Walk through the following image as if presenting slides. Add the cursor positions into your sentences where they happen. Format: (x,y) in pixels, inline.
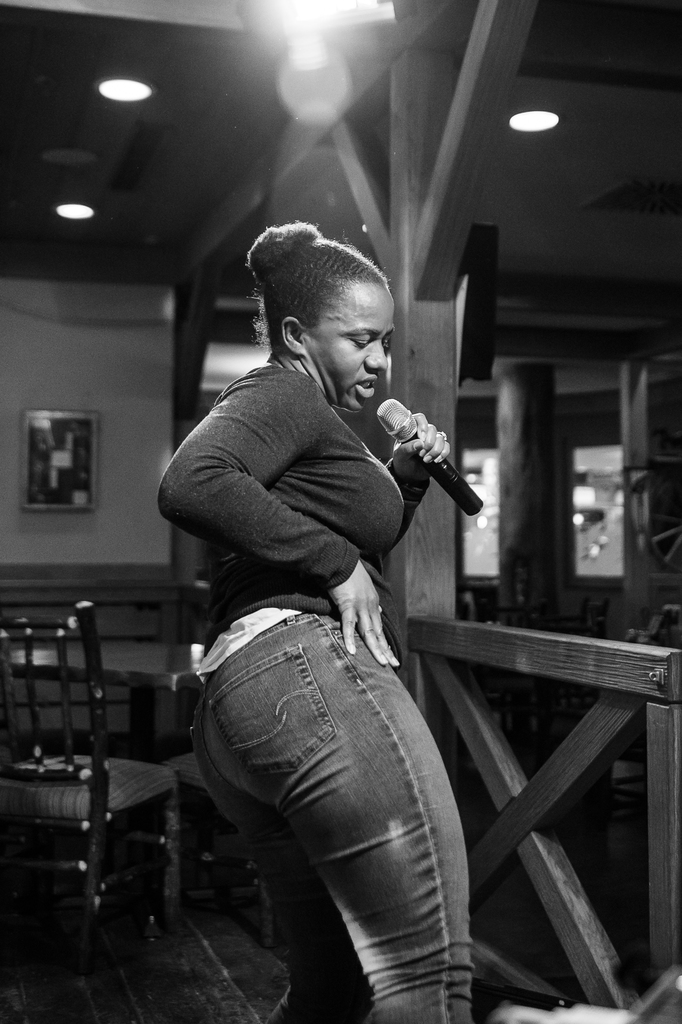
In the center of the image (293,503) there is a lady (310,634) dancing. She is holding a mic (432,459) in her hand (420,454). In the background (147,780) there is a table (140,726), chair (102,833), and a frame (39,497) attached to the wall (109,388). At the top (123,98) there are lights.
